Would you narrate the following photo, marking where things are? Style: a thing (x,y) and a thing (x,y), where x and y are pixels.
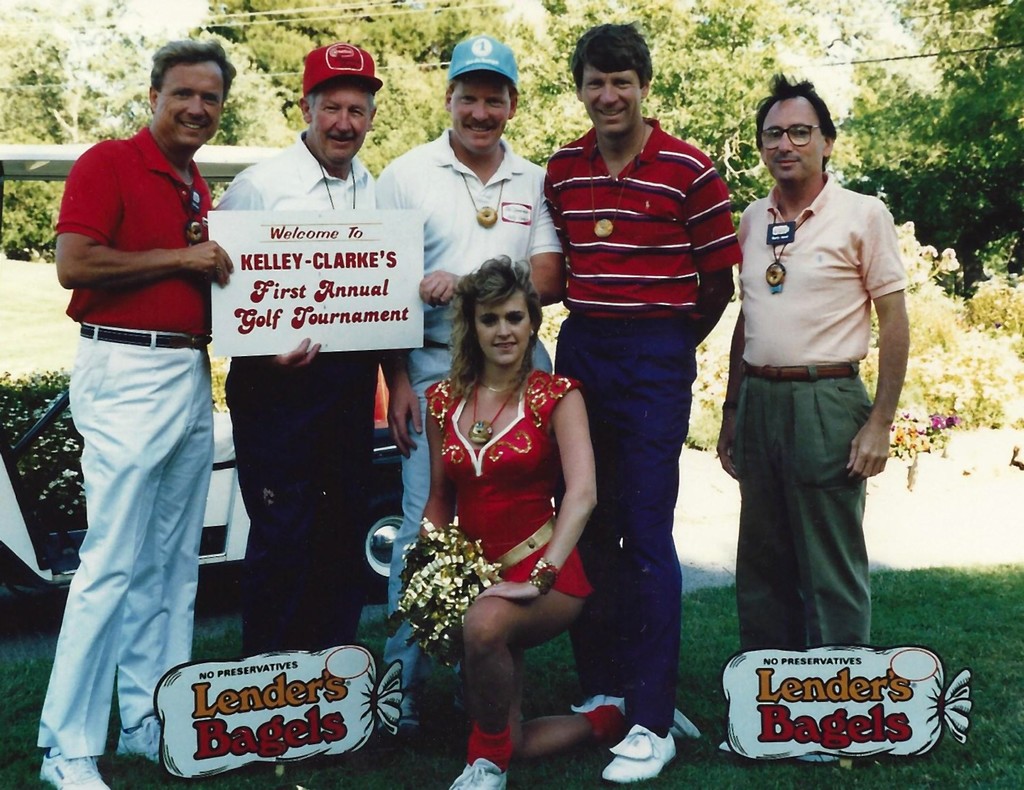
Here we can see few persons (661,360) and they are holding a board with their hands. This is grass (1001,741) and there are plants (697,396). Here we can see a vehicle (224,530). In the background (5,2) there are trees (779,61).
